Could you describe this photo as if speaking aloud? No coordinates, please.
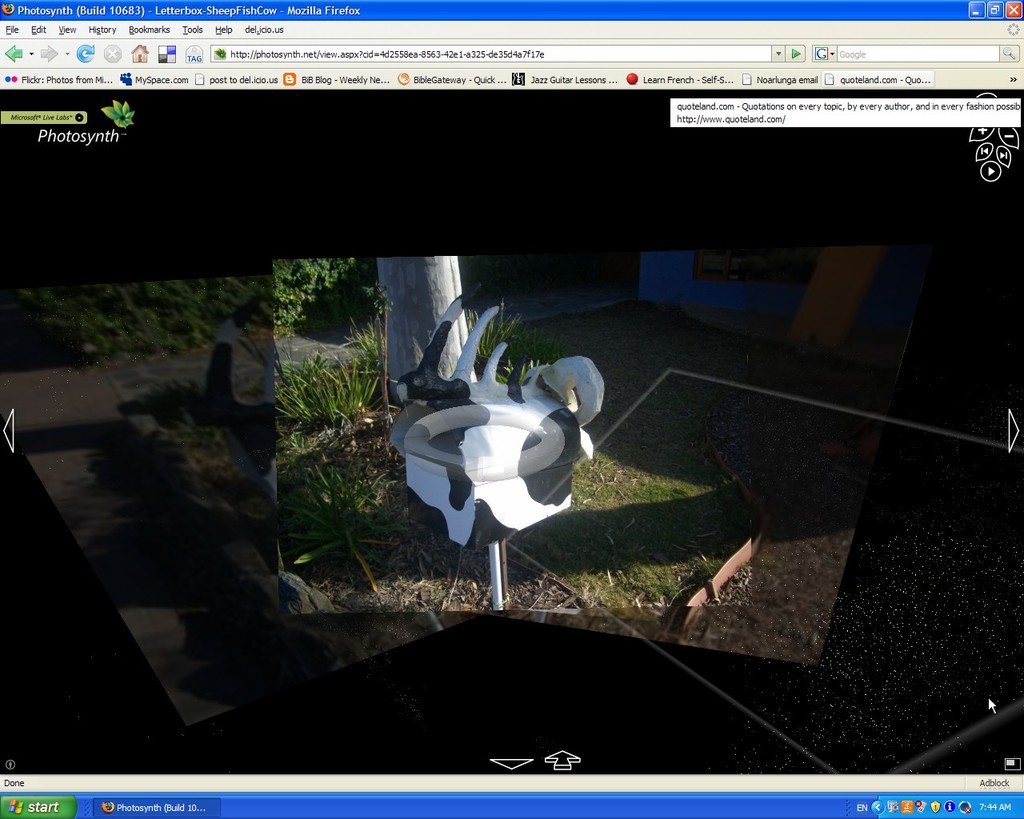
In this picture, we can see a screenshot of a web page.
